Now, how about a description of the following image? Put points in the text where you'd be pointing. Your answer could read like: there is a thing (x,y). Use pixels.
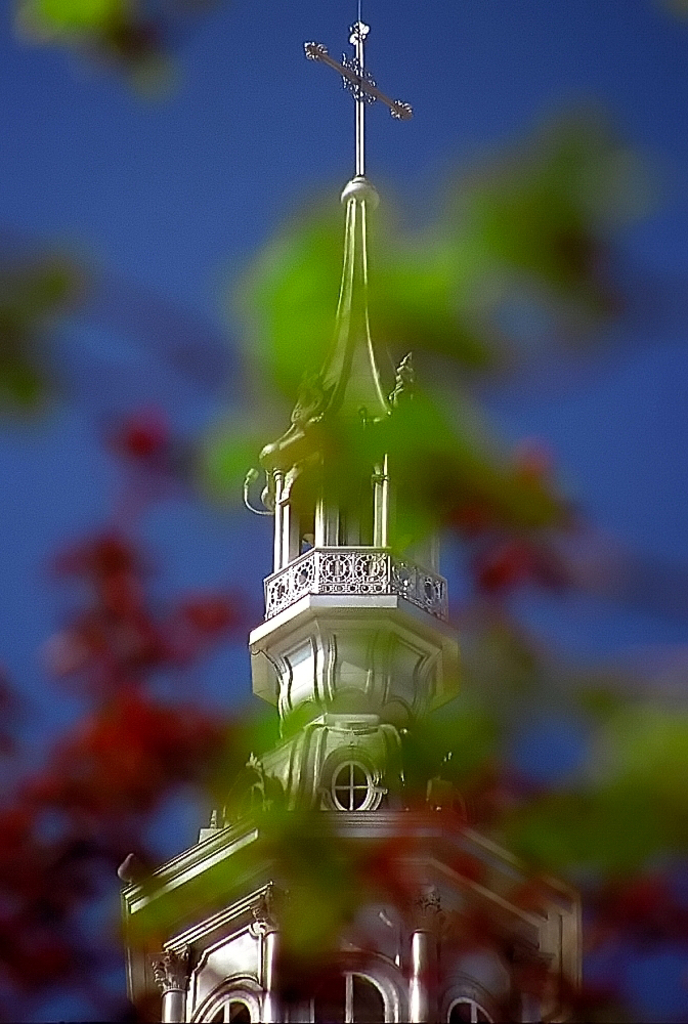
In this picture I can see a tower (385,995), and in the background (423,66) there is sky (180,296).
